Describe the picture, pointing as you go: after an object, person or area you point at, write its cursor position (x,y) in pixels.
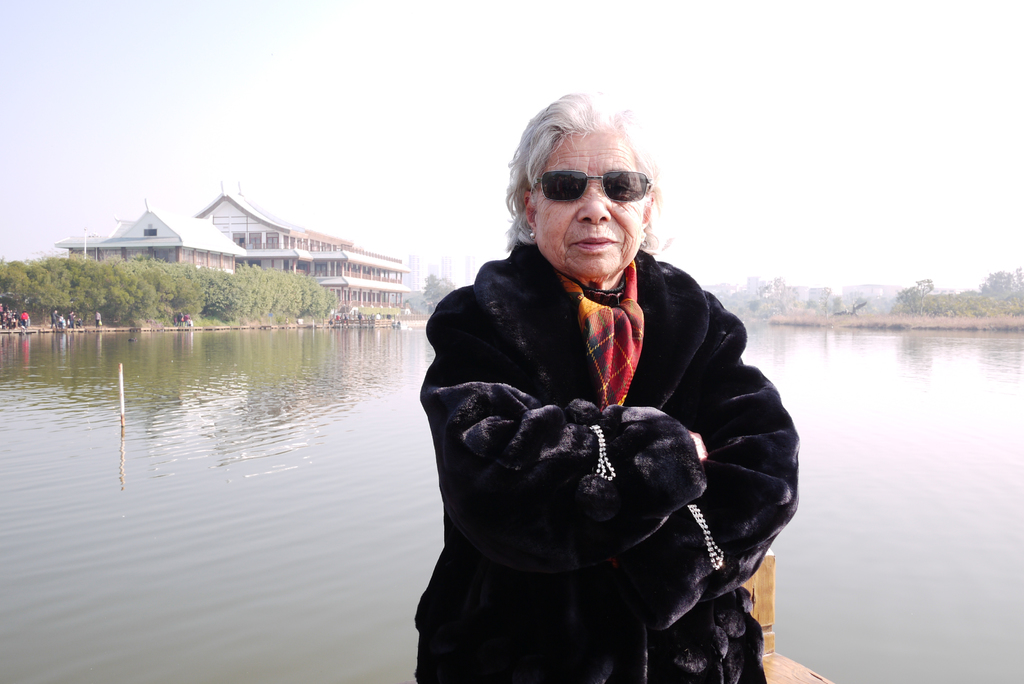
In the middle of the image (465,345) a woman (585,104) is standing and smiling. Behind her there is water (346,439) and trees (34,270) and buildings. At the top of the image (485,61) there are some clouds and sky (129,55).
